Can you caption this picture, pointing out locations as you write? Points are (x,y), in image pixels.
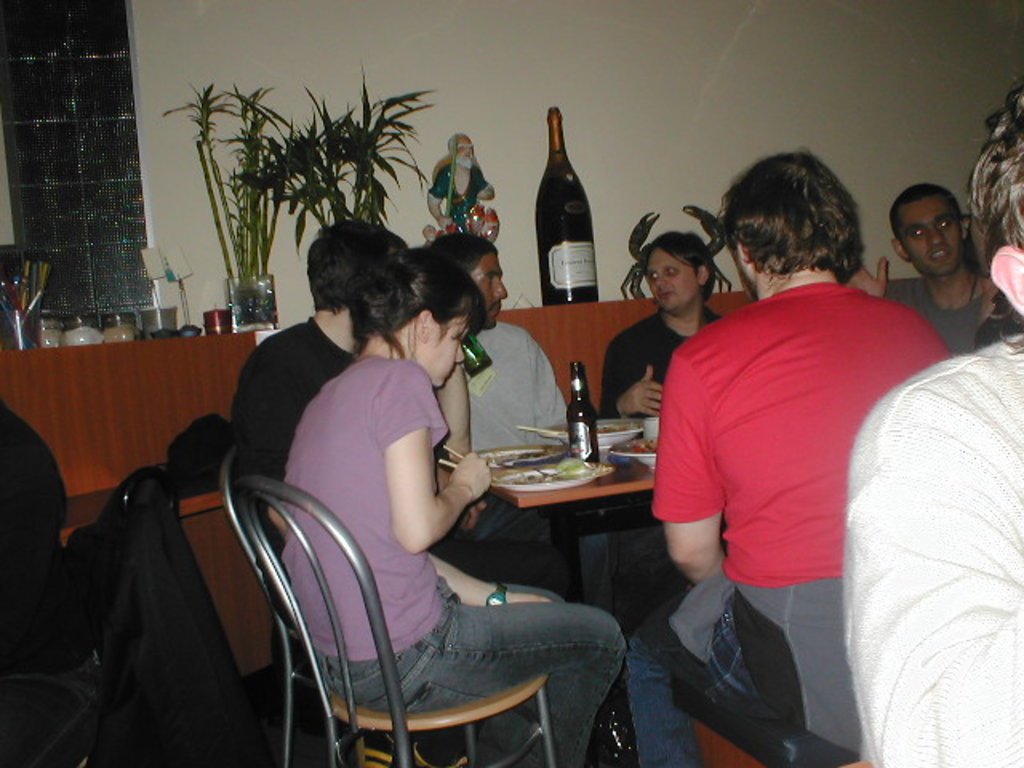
In this picture we can see some people (606,574) sitting on the chairs (739,740) around the table (608,502). On the table (580,487) there is a plate (570,464), bottle (580,422). And on the background (851,83) we can see a wall (633,118). This is the bottle (560,171) and these are the plants (258,198).
